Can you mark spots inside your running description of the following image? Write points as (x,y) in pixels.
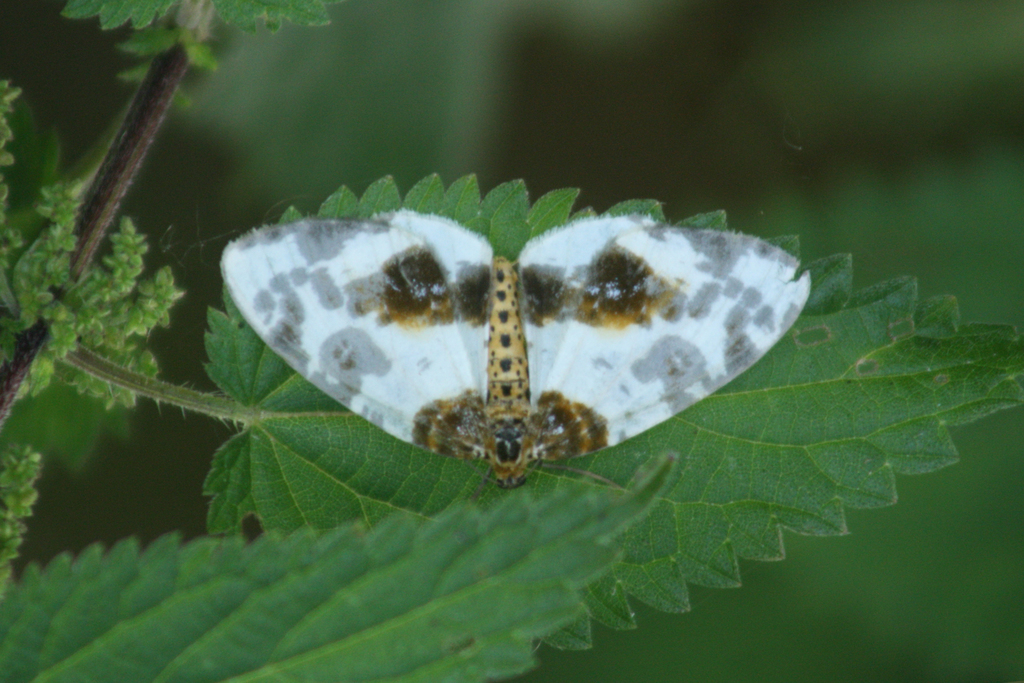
In the center of the picture (362,277) there is an insect (436,413) on the leaf (286,445). Towards left (115,260) there is a plant (158,107). The background (255,94) is blurred.
